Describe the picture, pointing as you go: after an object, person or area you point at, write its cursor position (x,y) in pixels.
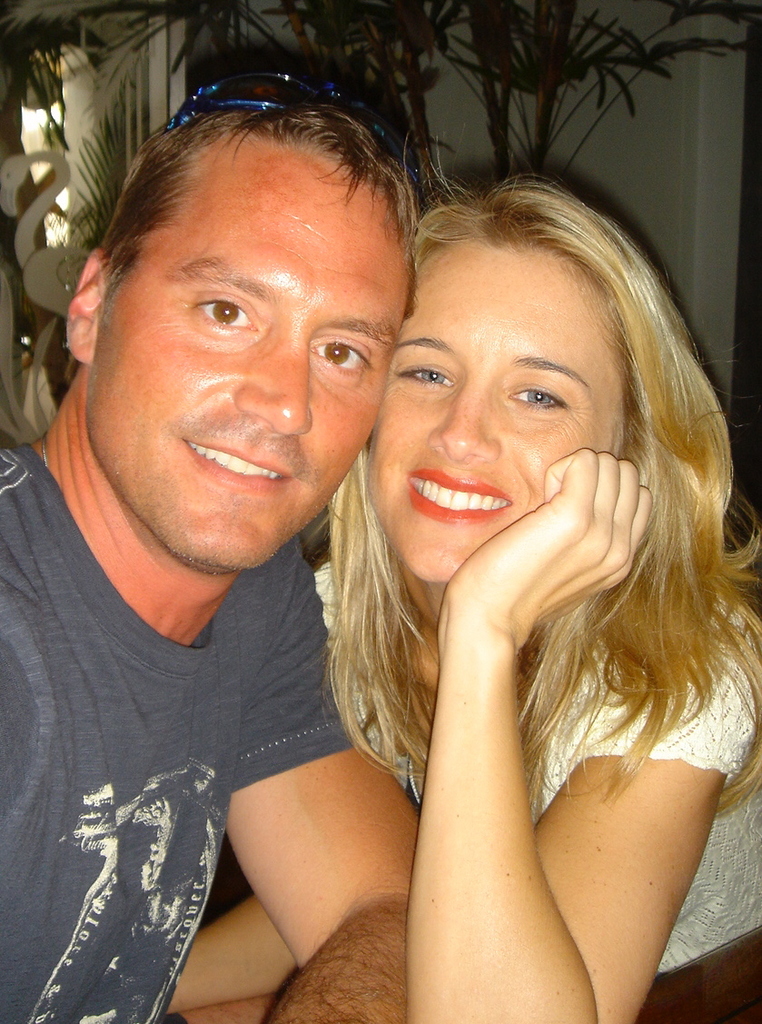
This is picture, on the right side of the picture (639,759) there is a woman (639,759) beside to her there is a man (197,664). They both are sitting together and giving a nice still to the camera. The girl (453,759) is holding a pretty smile (493,506) on her face (425,490) and the man (239,376) too. the eye ball (439,379) of the women (433,386) are in grey colour and the eyeball (345,360) of the man (343,353) are in brown colour and the girl (465,507) is wearing a red colour lipstick (443,509) and there are goggles (263,100) over the head (335,108) of the man (293,108). On the background of the picture (649,139) we can see a wall (649,128) with few plants (476,67).
